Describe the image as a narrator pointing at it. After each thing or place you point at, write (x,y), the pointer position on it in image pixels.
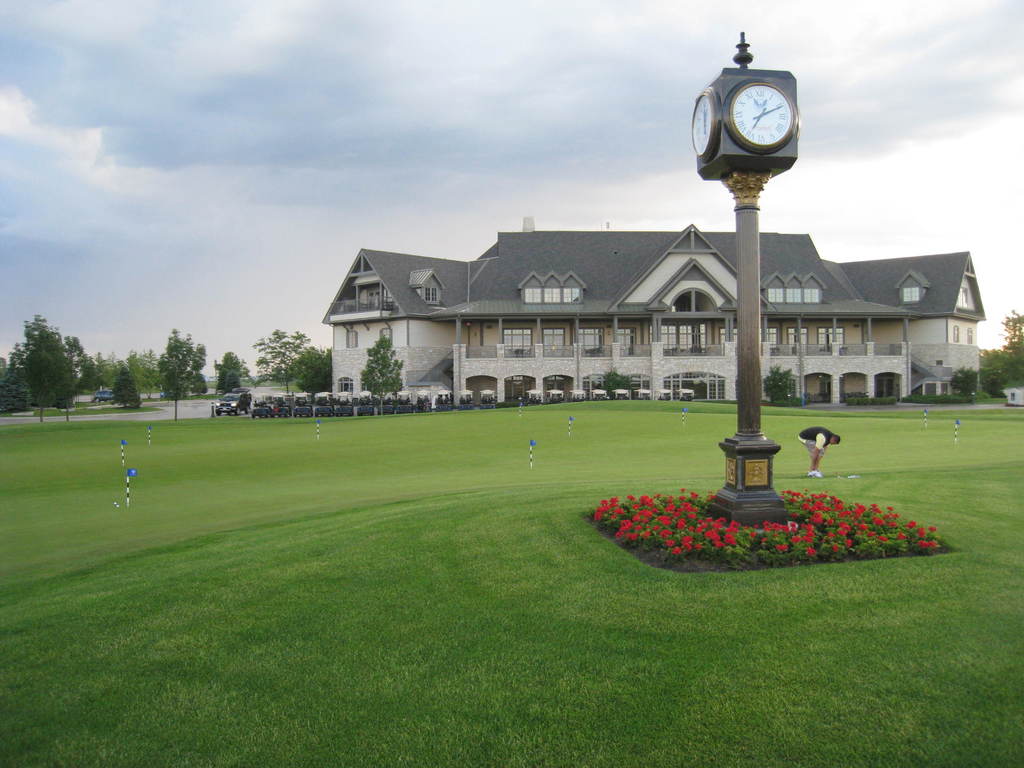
There is a clock tower (737,152). Near to that there are flowering plants (798,551). There is grass lawn (412,526). In the background (246,405) there is a vehicle (237,395), building (422,312) with windows (356,336), pillars (619,346). Also there are trees (43,382) and sky (349,152).
